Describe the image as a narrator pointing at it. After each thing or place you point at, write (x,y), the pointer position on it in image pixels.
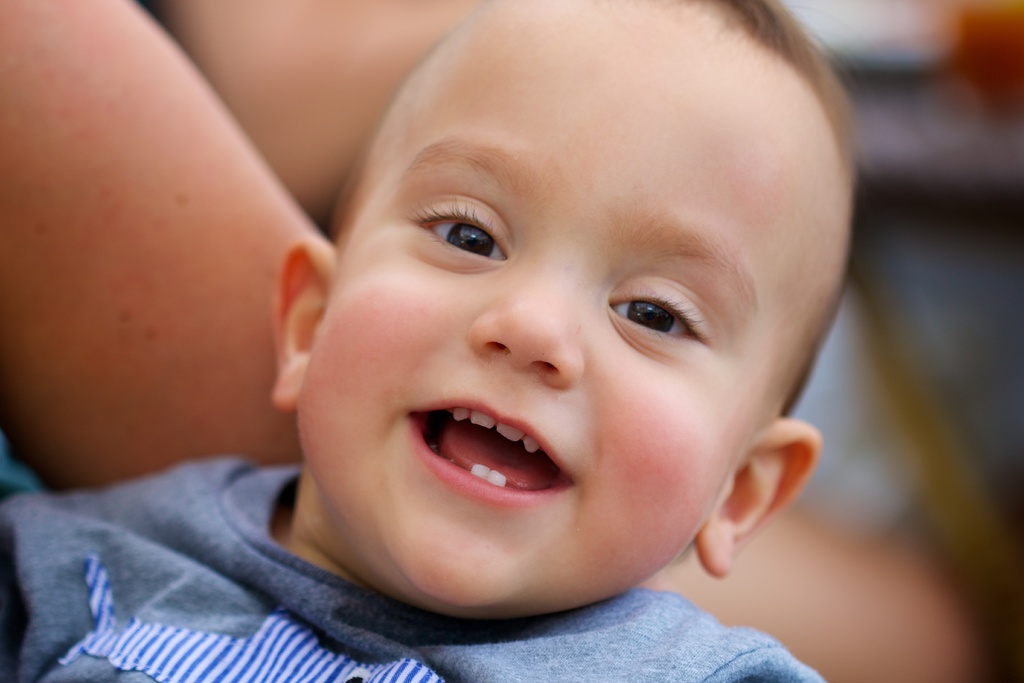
In this image we can see few people (446,282). There is a blur background (927,355) at the right side of the image (956,375).
